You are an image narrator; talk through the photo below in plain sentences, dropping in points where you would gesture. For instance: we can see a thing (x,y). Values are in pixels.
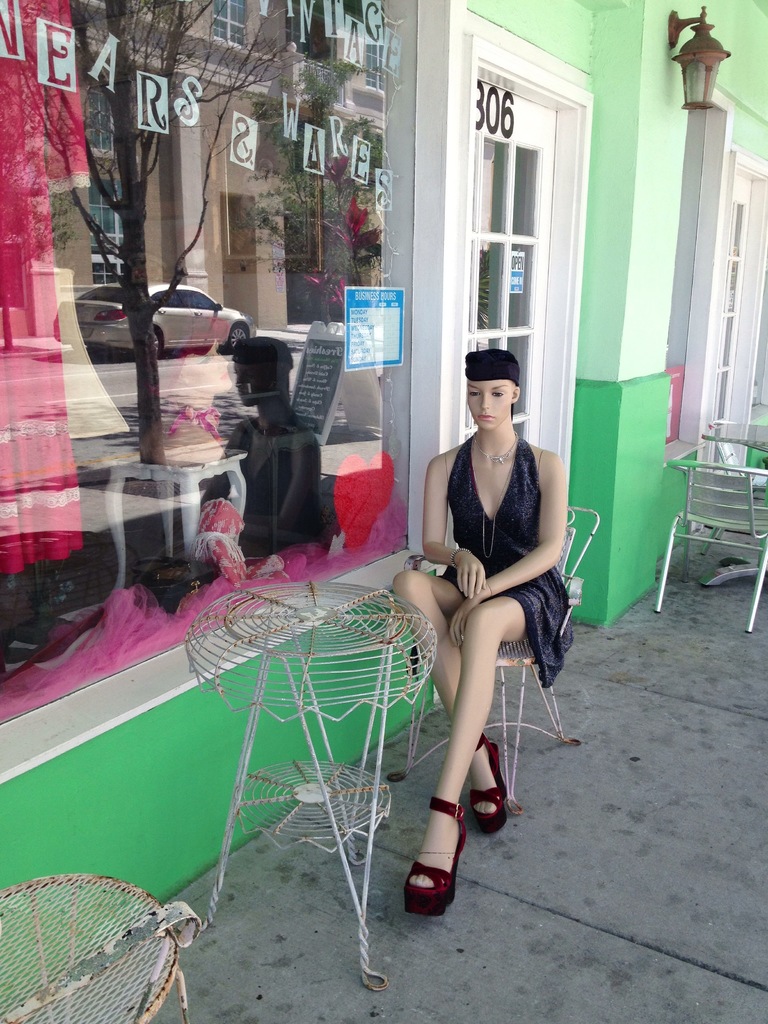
In the foreground (465,488) I can see a mannequin (442,847) on a chair (522,659) in front of a table (267,669). In the background (511,350) I can see a wall (413,265), door (492,278), glass window (230,344) in which I can see trees (151,375), buildings (238,278) and a car (165,338). This image is taken may be during a day.
